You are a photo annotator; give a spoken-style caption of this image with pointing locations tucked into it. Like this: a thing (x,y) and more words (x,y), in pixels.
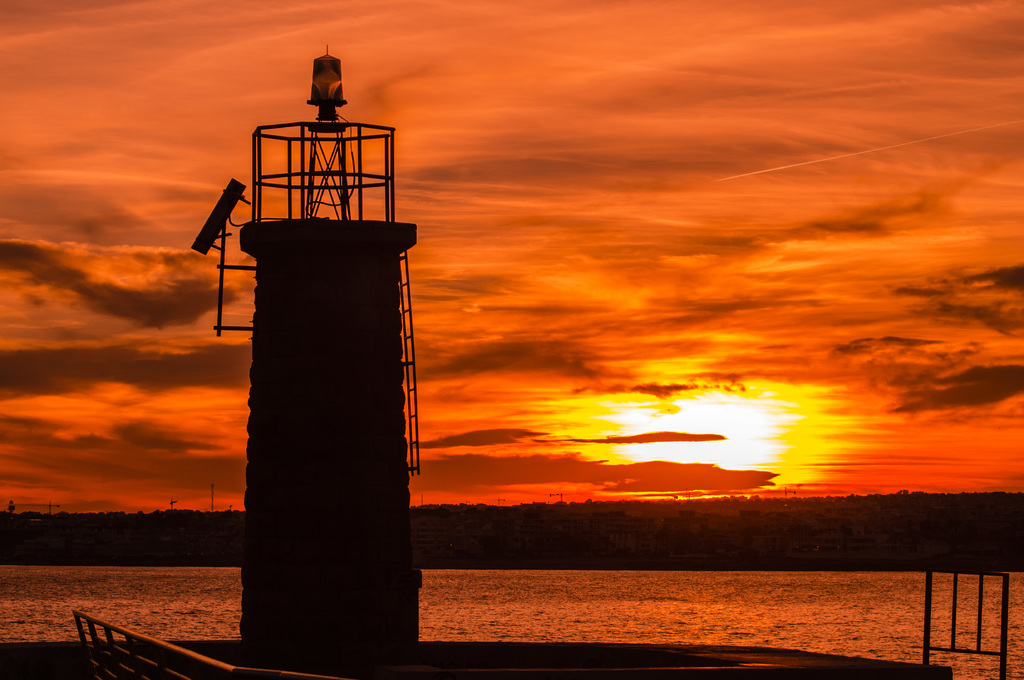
In this image there is a lighthouse (332,477), rods (111,636), water (711,599), cloudy sky (611,385) and objects (434,520).
